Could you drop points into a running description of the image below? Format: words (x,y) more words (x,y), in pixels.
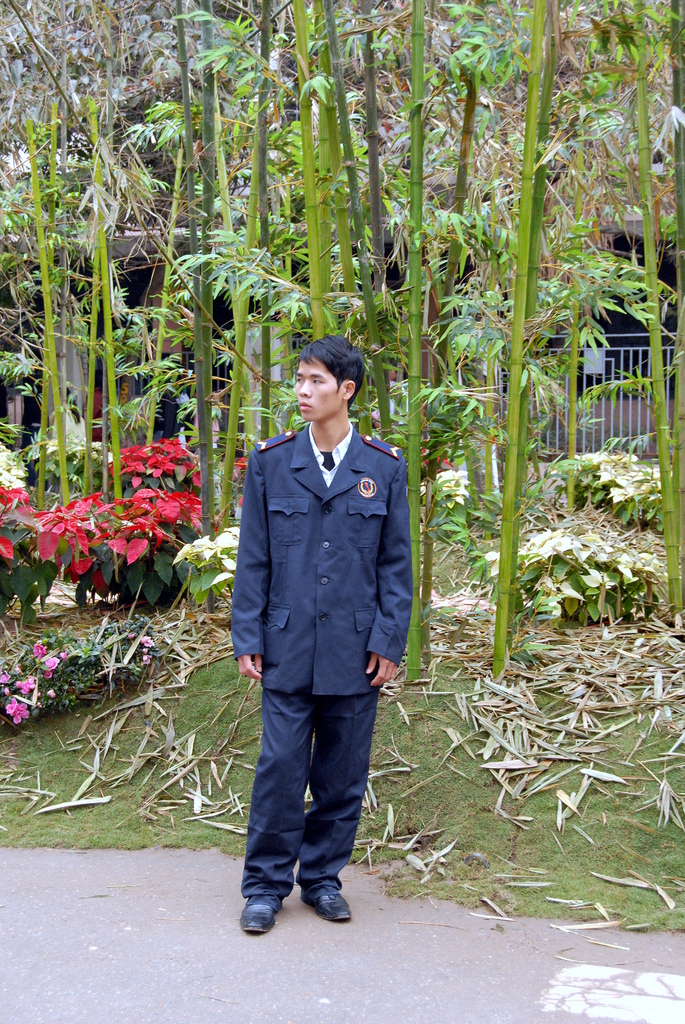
Here we can see a person (359,723). Background (671,548) there are plants (562,478), grass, grill (590,385) and trees (333,134).
